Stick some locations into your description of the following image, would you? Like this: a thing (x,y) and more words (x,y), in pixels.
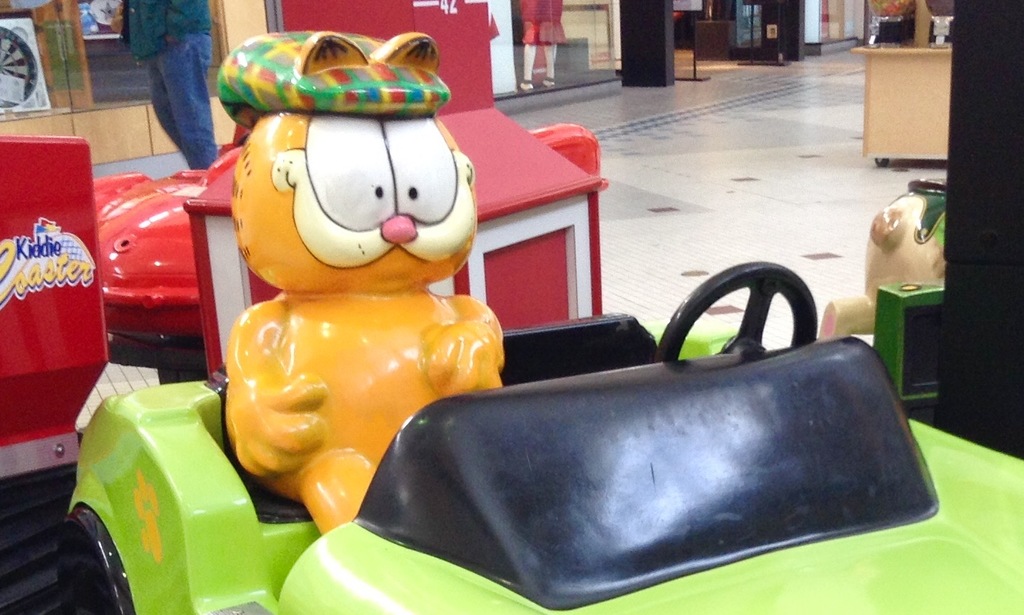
It is a toy (291,301) sitting on the toy car (578,546), this car (675,580) is in green color, behind this there is a red color car (183,267) in this image.
